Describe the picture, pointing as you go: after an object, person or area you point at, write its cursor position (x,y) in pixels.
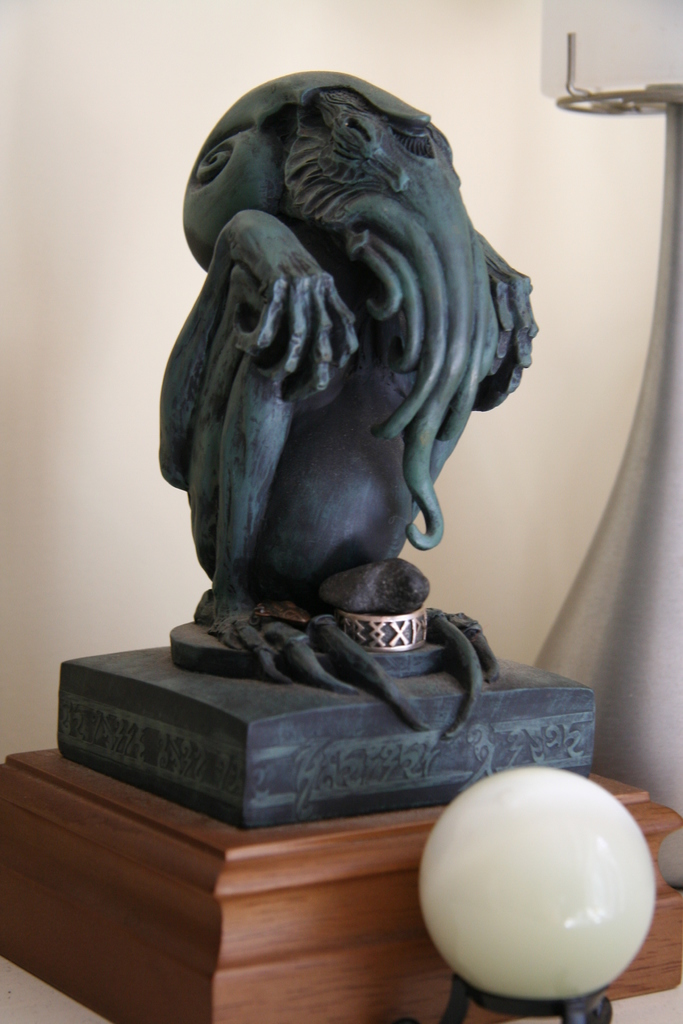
In this image I can see the statue (278,510) which is in green and black color. To the right (597,648) there is a lamp (586,642). In-front of the statue (277,792) I can see the white color ball (444,892) on the stand (571,1016). In the back (128,354) I can see the wall (93,506).
